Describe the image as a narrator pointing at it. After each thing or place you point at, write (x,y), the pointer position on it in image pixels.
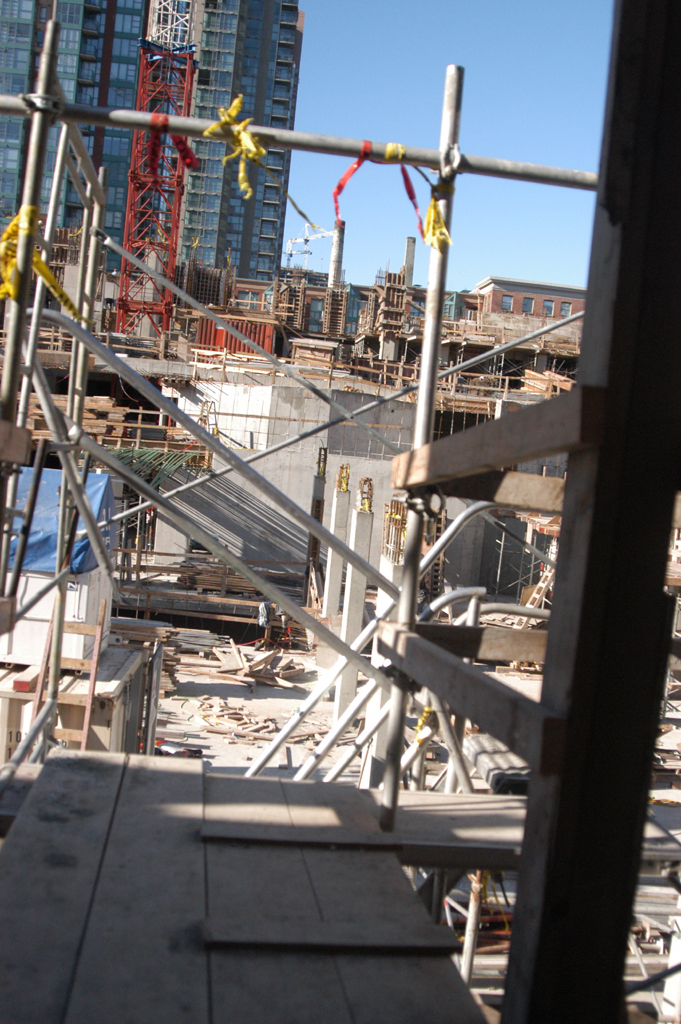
In the picture we can see a construction site (115,660) with poles (183,415) and pillars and behind it, we can see the tower building (119,74) with many floors (126,68) and glasses (208,258) to it and beside it we can see a part of the sky (558,100).
